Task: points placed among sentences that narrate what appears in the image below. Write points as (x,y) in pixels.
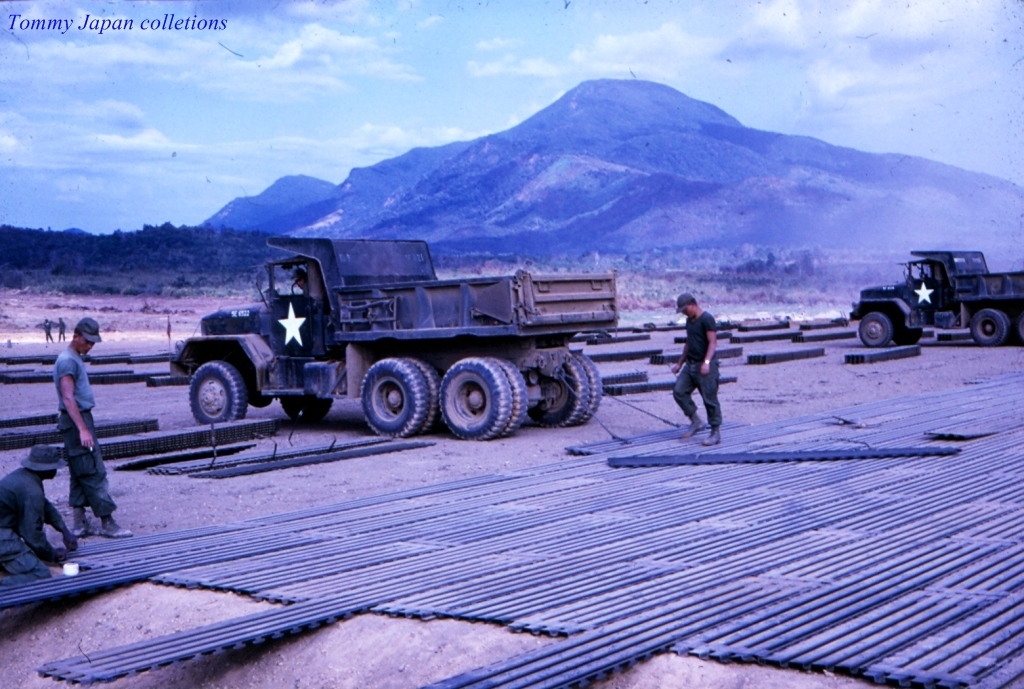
In this picture I can see few iron rods (601,576), on the left side (38,524) there are two persons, in the middle (379,378) there are two vehicles (396,347) and a person (698,352), in the background (752,142) I can see the hills (380,200), in the top left hand side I can see the text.
